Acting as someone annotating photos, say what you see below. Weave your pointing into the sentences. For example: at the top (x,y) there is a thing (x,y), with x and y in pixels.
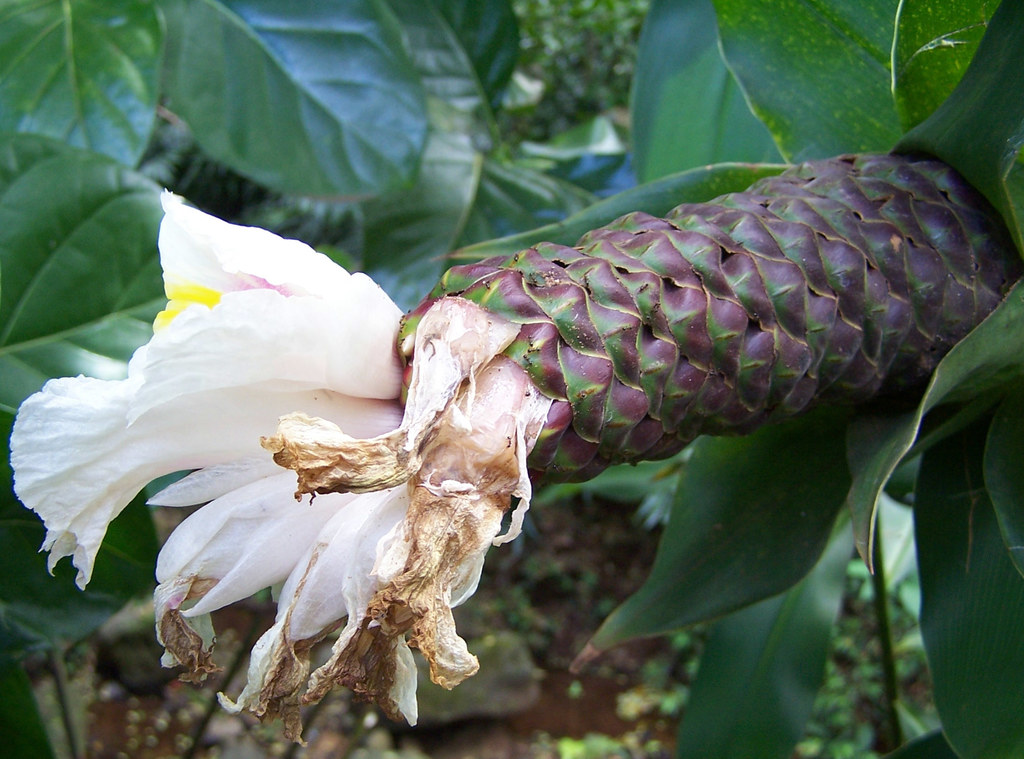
In this image I can see the flower (272,324) in white and yellow color. Background (672,166) I can see few plants (516,78) in green color.
